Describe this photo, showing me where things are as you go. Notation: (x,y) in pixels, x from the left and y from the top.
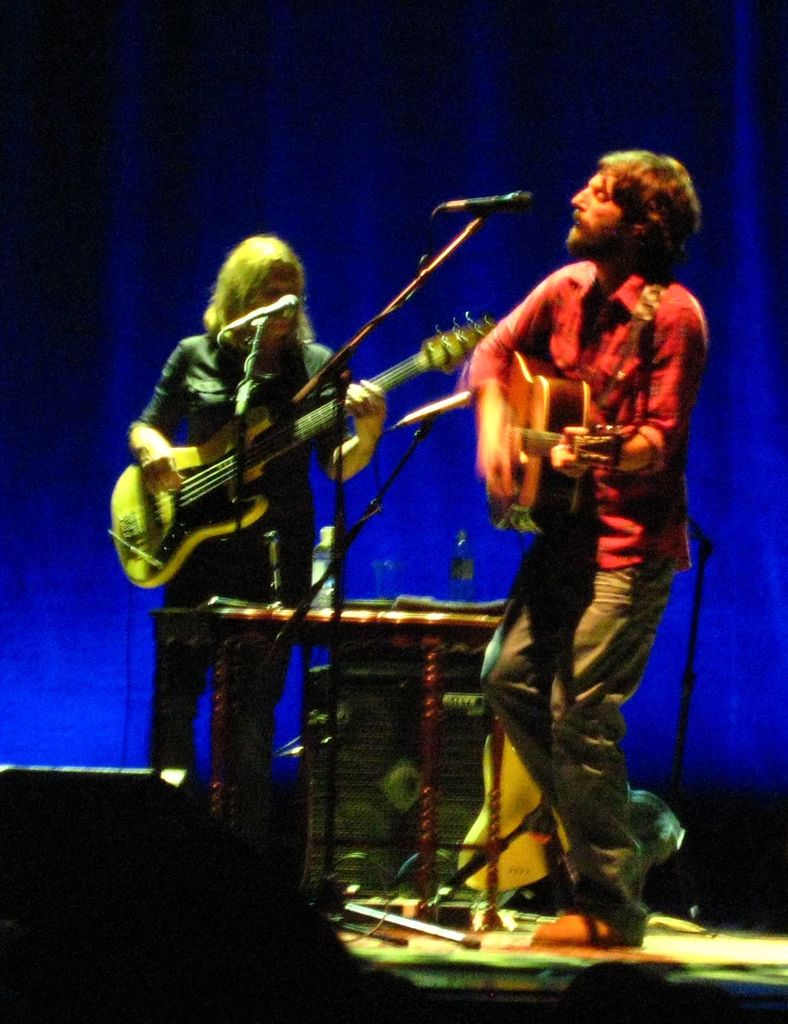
This picture describes about two people (593,498) are playing musical instruments (213,485) in front of microphone (512,201). Around them we can see some musical stuff (469,724).
